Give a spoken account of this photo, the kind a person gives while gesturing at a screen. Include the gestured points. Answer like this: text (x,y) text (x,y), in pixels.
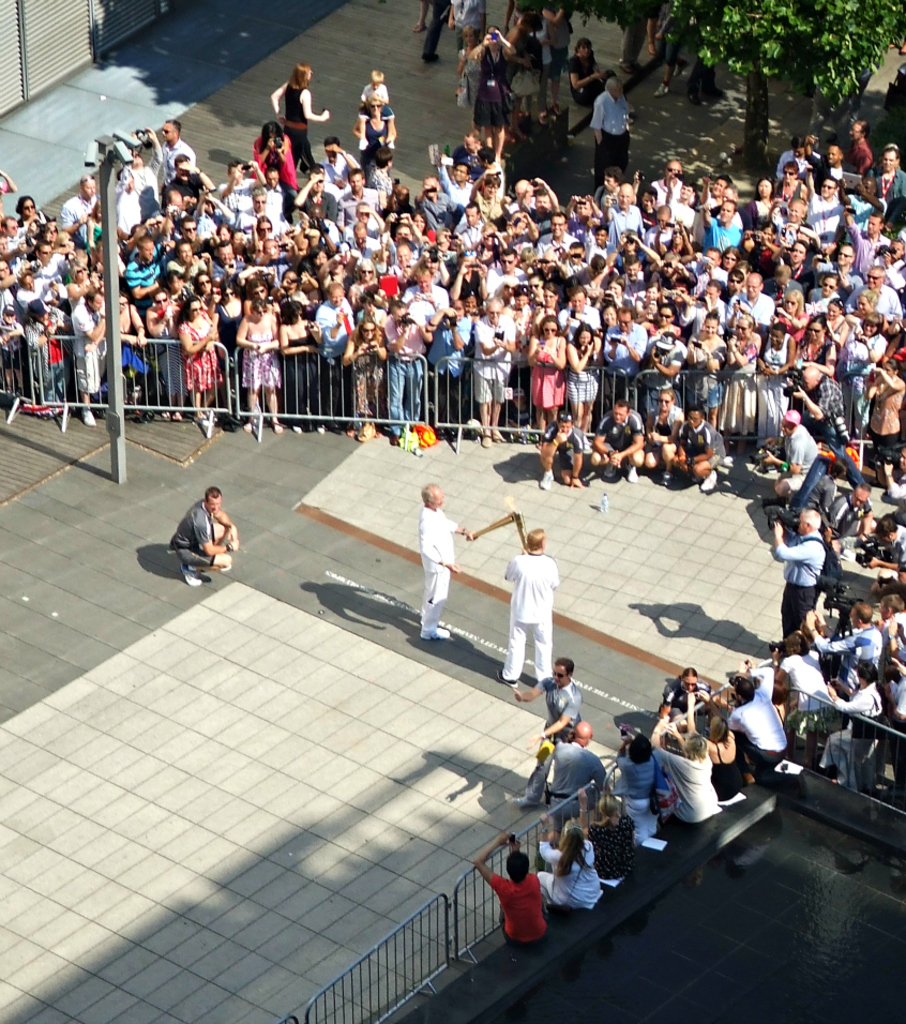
In this image there are two men (539,599) standing and holding an object (521,538), there are group of audience (254,225), there is a fencing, there is a pole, there is a tree (797,24) towards the top of the image (767,45), there are shutters (107,40) towards the top of the image (91,20).
